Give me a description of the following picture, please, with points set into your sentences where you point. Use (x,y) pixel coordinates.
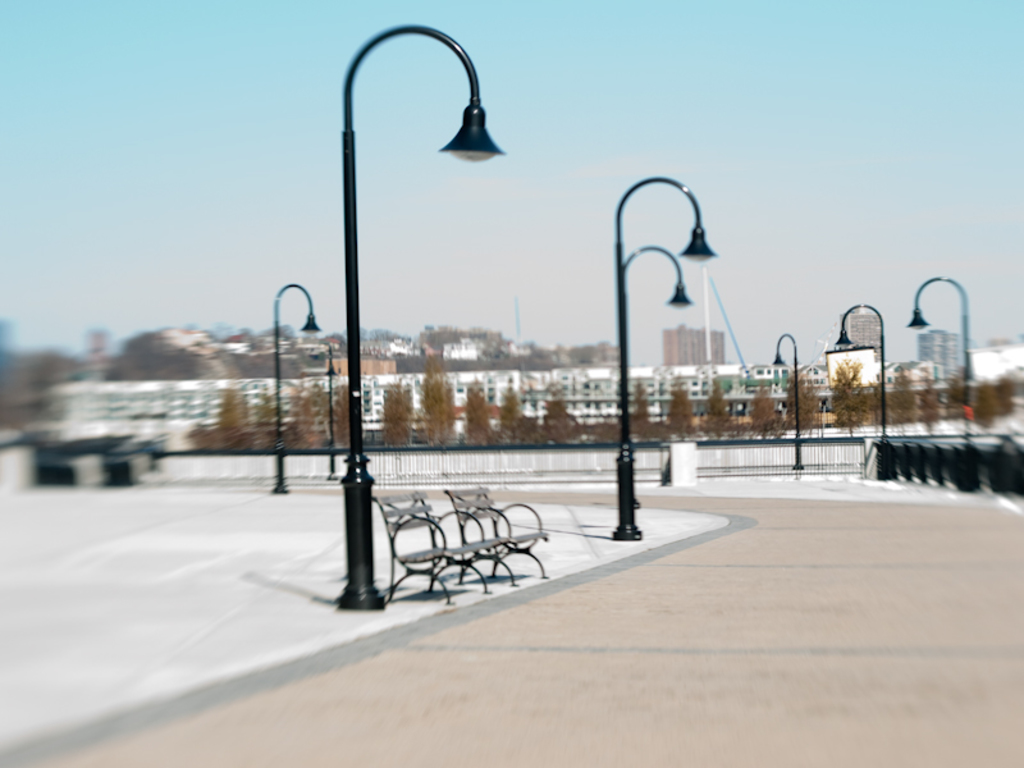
In the foreground (423,460), I can see benches (504,544), light poles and a fence (473,483) on the road (823,536). In the background (324,427), I can see trees (324,427), buildings (548,391), towers (855,348) and the sky (605,224). This picture might be taken in a day.
